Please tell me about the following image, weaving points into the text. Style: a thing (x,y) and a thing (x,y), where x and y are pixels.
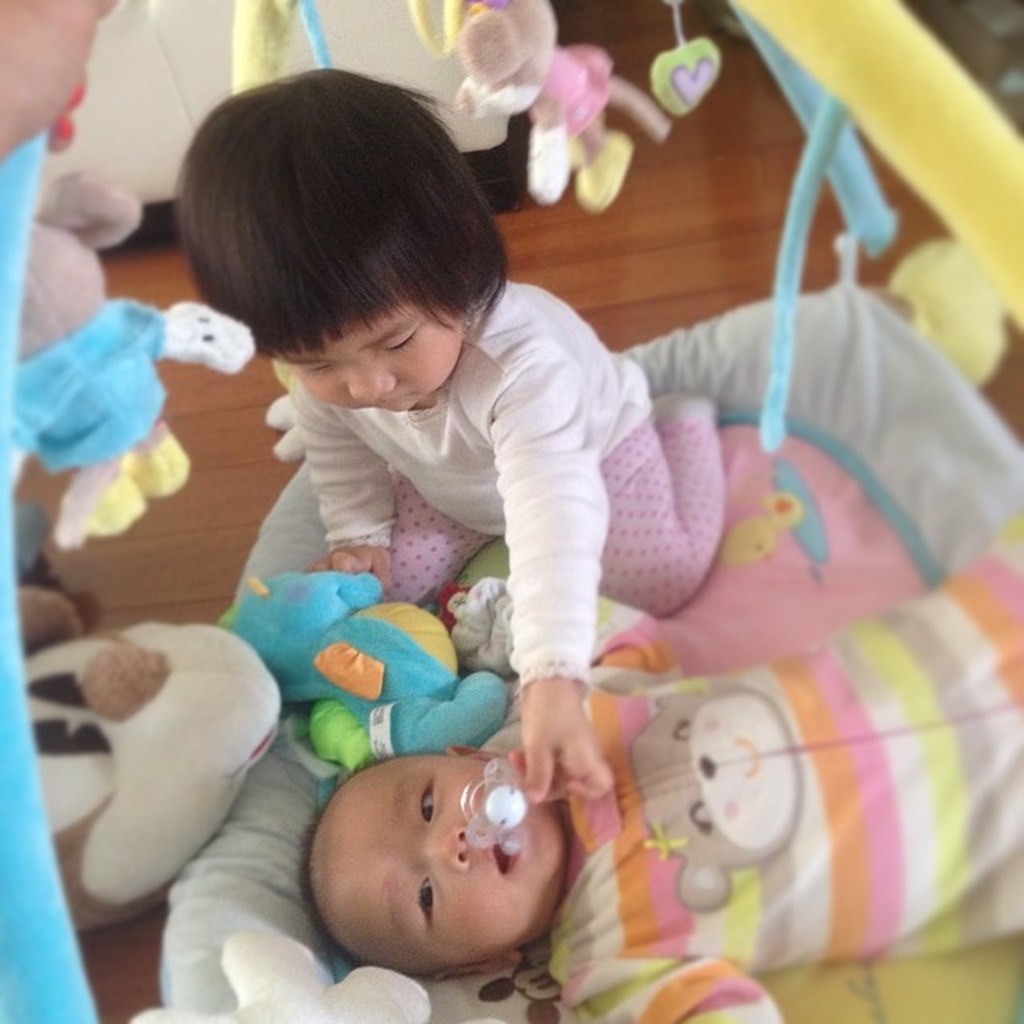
In the foreground of this picture (713,546), there is a girl (579,577) and a baby (636,884) on a bed (818,423) and we can also see toys (71,361) hanging to the bed (841,423). In the background (716,214), we can see floor (603,243) and the sofa (436,74).
